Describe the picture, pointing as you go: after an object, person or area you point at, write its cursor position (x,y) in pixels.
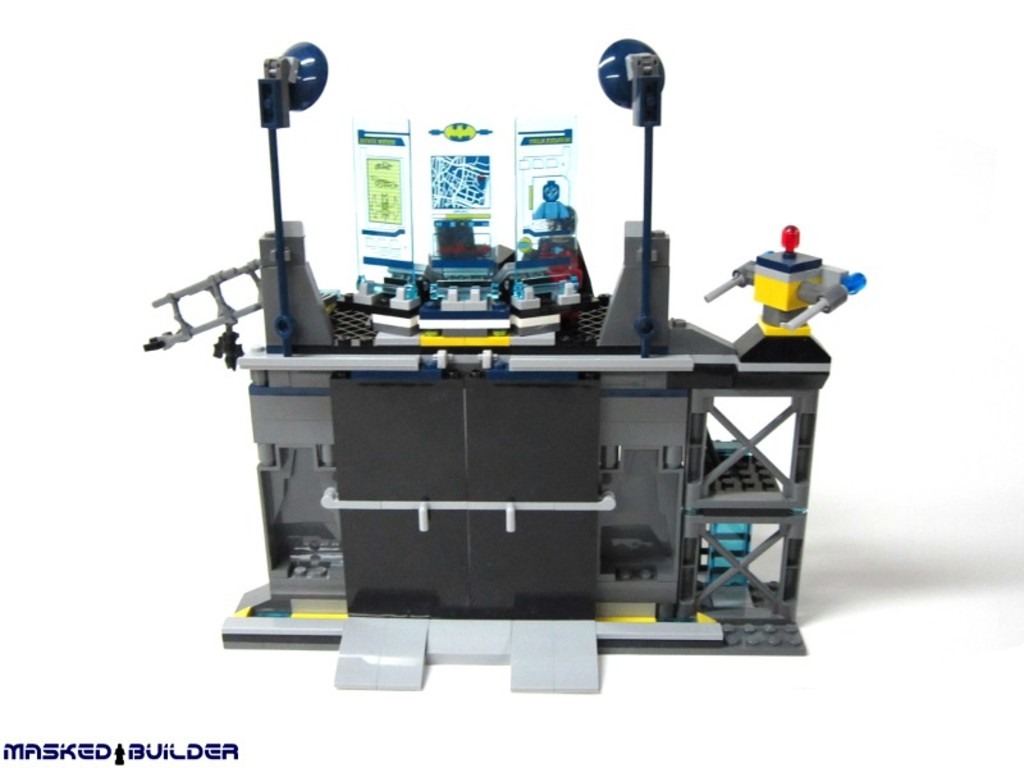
In this image we can see some toys (623,361) placed on the surface (193,739). At the bottom (172,753) we can see some text (145,756).
